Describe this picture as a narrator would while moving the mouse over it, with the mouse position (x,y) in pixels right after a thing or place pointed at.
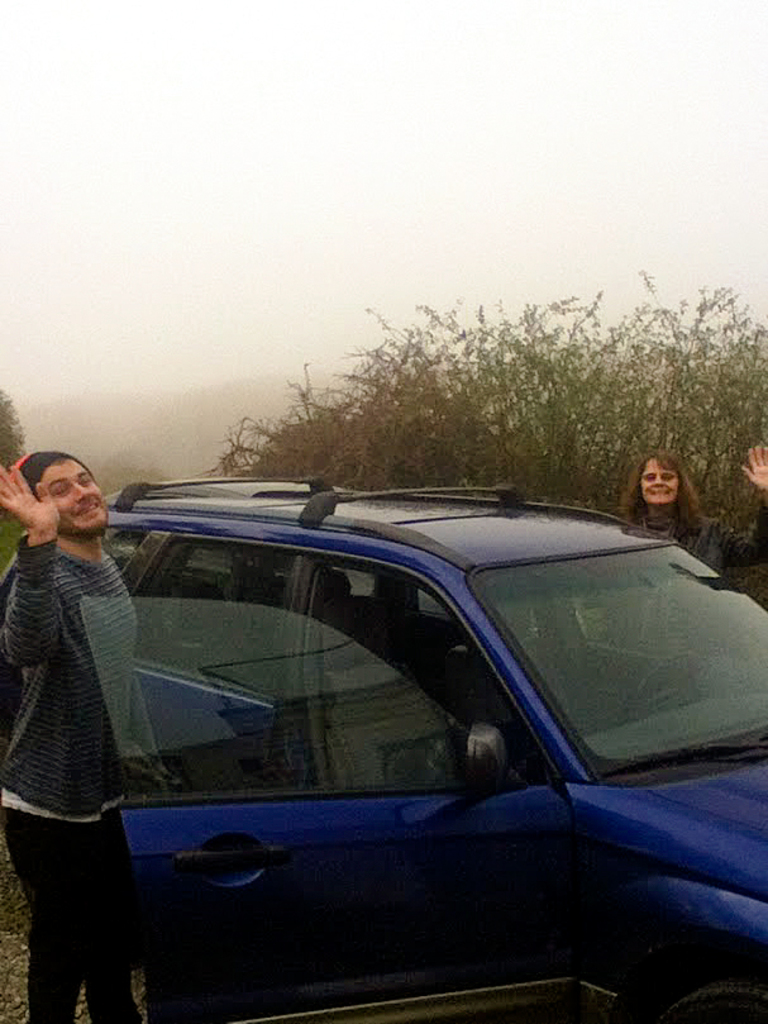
In this picture there is a blue color car (261,611) in the center of the image (399,563) and there is a lady (630,497) on the right side of the image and there is a man (72,632) on the left side of the image (6,484) and there are trees (506,340) in the background area of the image (389,464).
